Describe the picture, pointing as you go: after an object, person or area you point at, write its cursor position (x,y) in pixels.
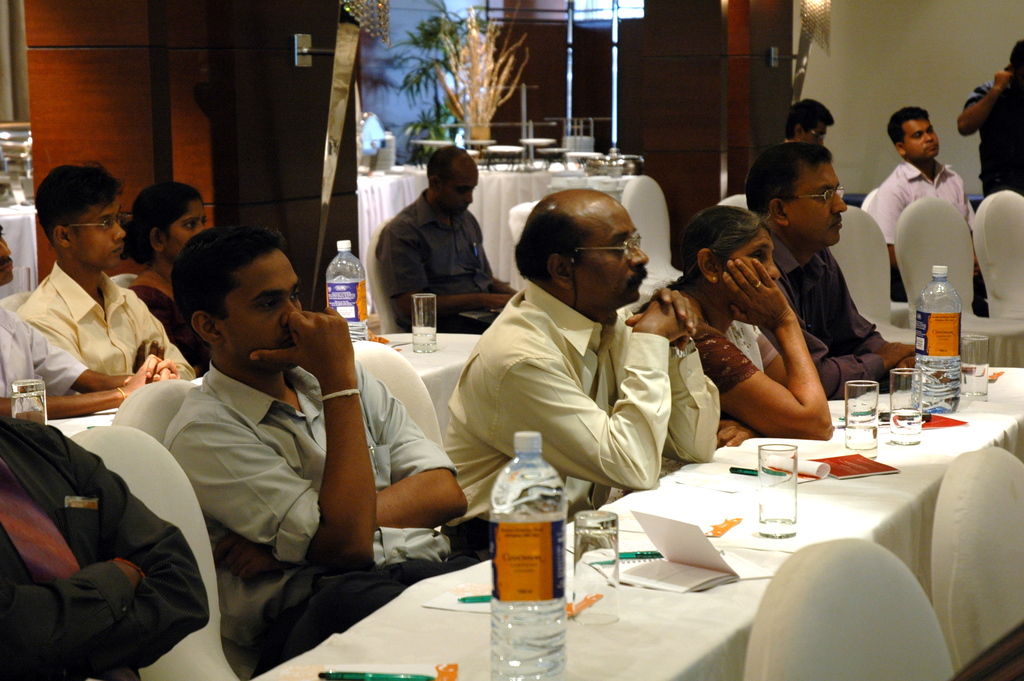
Here we can see some persons (808,293) are sitting on the chairs (1004,199). These are the tables (420,630). On the table (885,495) there are bottles (544,581), glasses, and books (693,563). In the background (899,91) there is a wall (903,66) and this is light (620,11). There is a plant (457,99).
